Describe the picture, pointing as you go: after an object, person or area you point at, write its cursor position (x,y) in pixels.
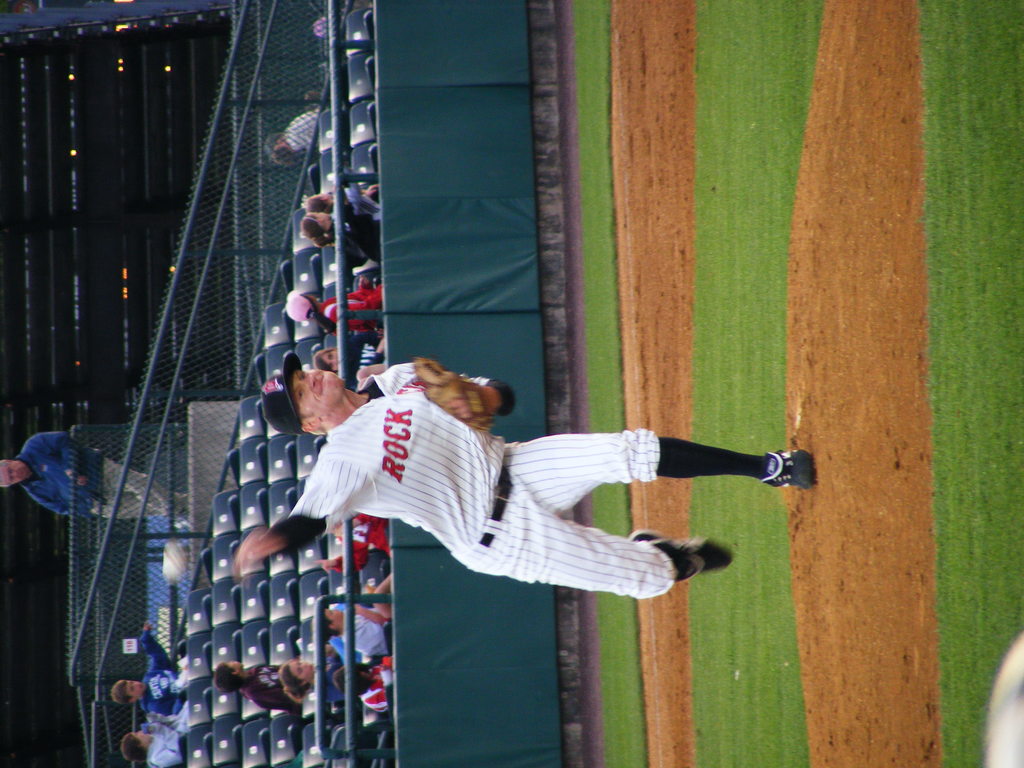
This image is taken in a stadium (444,335). On the right side of the image (822,492) there is a ground (840,551) with grass (767,531) on it. In the middle of the image (459,463) a man (436,472) is standing on the ground (714,523) and he is throwing a ball (181,563). On the left side of the image (171,473) there is a board (459,670) and a railing (349,577). A few people (223,662) are sitting on the chairs (285,451) and there are many empty chairs (261,594). There is a mesh (173,442) and a man (61,459) is standing on the floor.
